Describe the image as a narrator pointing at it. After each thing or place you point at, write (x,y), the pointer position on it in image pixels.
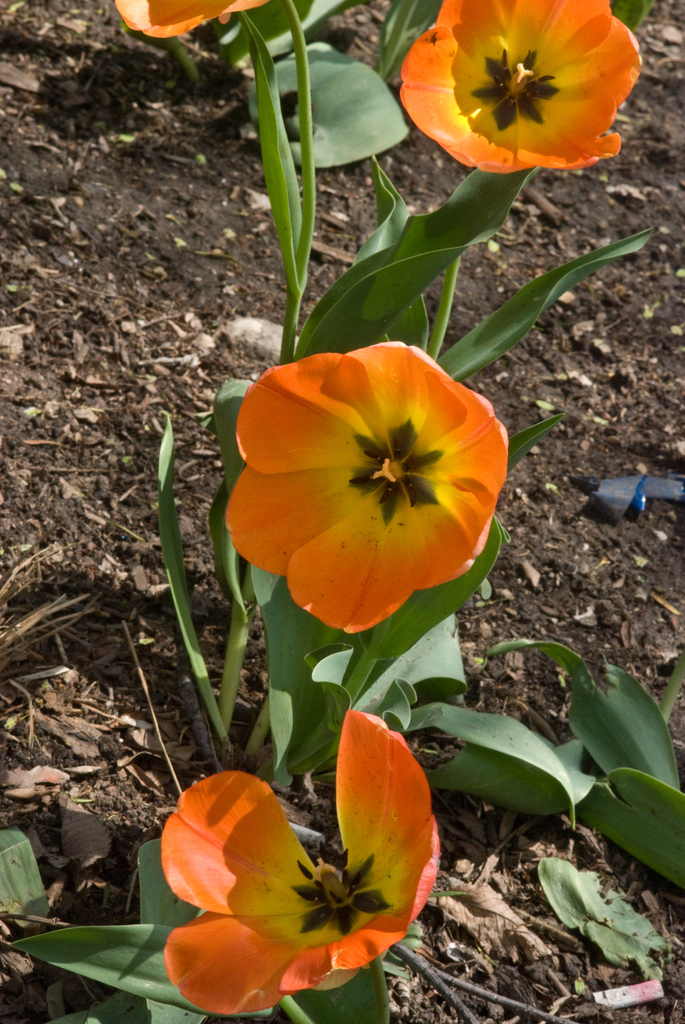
In this image I can see few flowers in yellow and orange color and I can see leaves (295,152) in green color.
